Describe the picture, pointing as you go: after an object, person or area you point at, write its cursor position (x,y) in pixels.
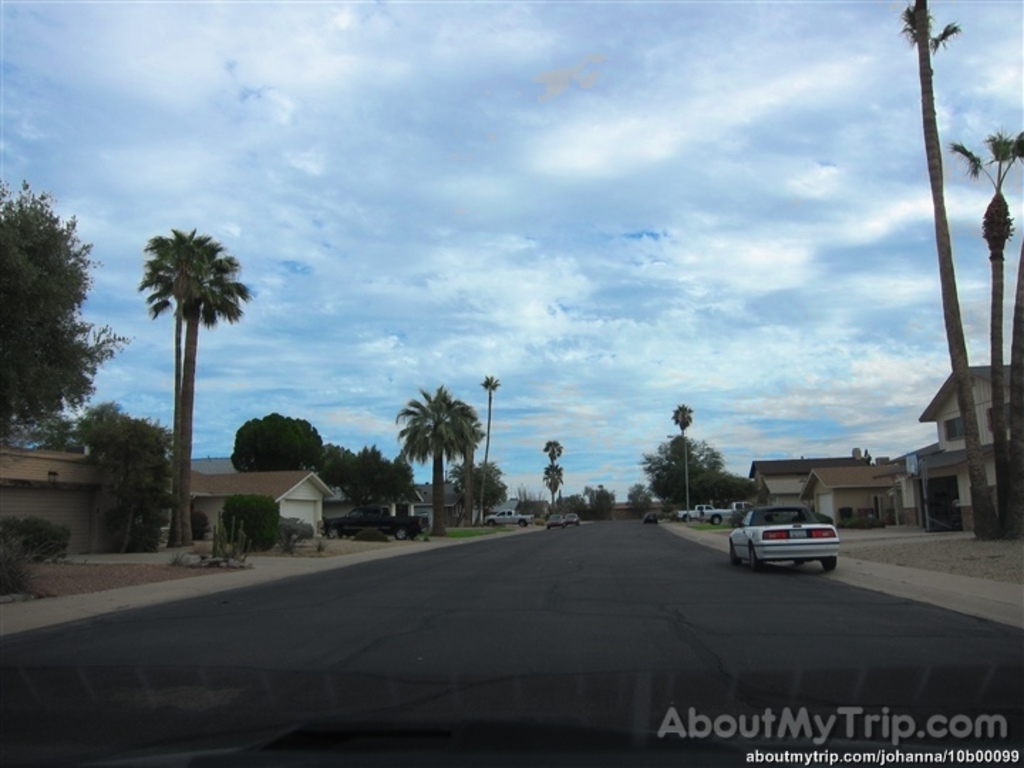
These are the vehicles (743,524) on the road (607,646). I can see the houses (290,497) and the trees (328,472). These are the clouds (479,225) in the sky (751,159). At the bottom of the image (921,758), I can see the watermarks (858,756).
